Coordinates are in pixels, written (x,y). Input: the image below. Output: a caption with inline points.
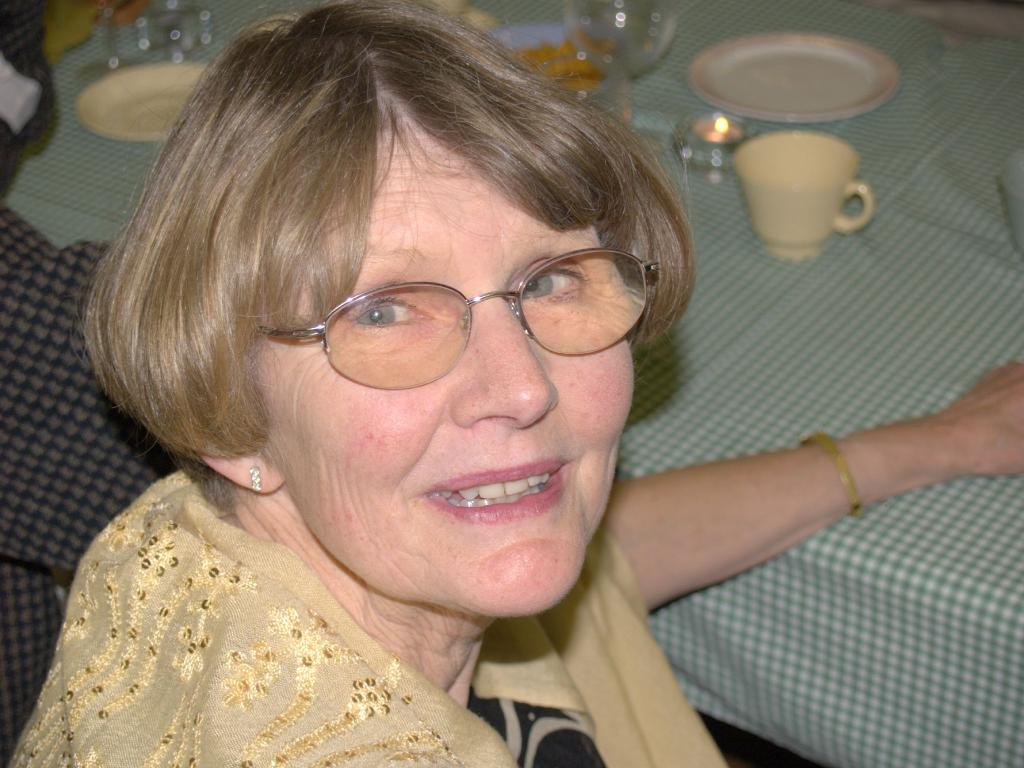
In this image we can see one woman (397,420) with smiling face (354,504) sitting near the table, wearing spectacles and putting her hand (926,475) on the table (1020,483). There is one truncated person (60,464) behind the woman (91,315), one table (78,188) covered with table cloth (1007,583), two plates (176,102), one cup (802,217) and some objects (575,12) on the table (949,320). The background (979,13) is blurred.
